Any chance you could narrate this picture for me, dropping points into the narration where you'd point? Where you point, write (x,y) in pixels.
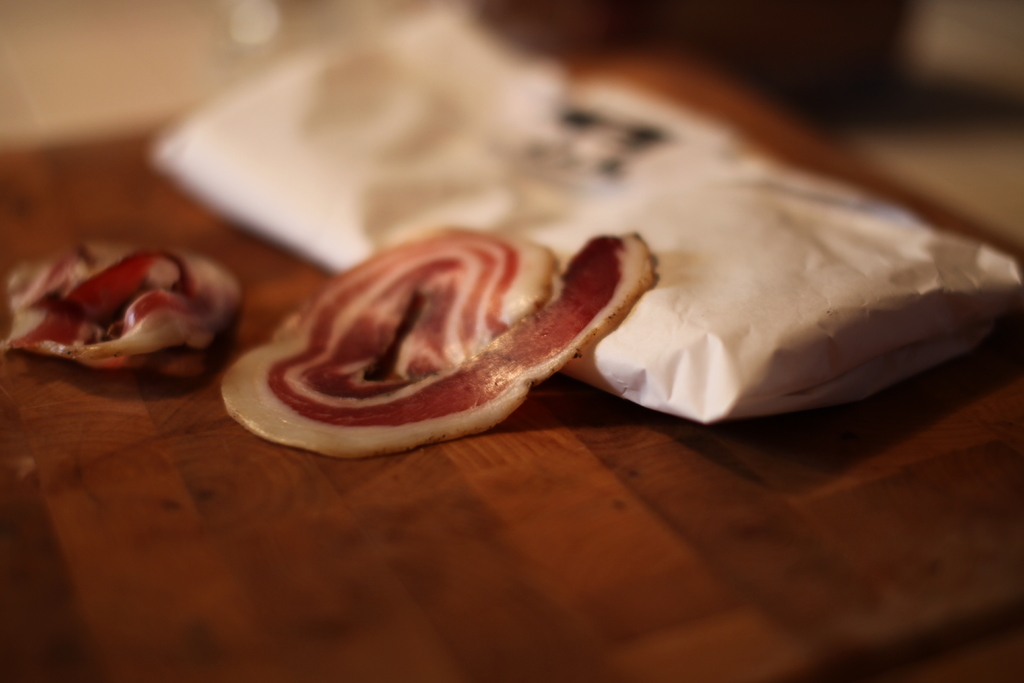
In this image, we can see meat slices (387,345) and white packet (752,334) is placed on the wooden board (514,565). Top of the image (1012,75), there is a blur view.
